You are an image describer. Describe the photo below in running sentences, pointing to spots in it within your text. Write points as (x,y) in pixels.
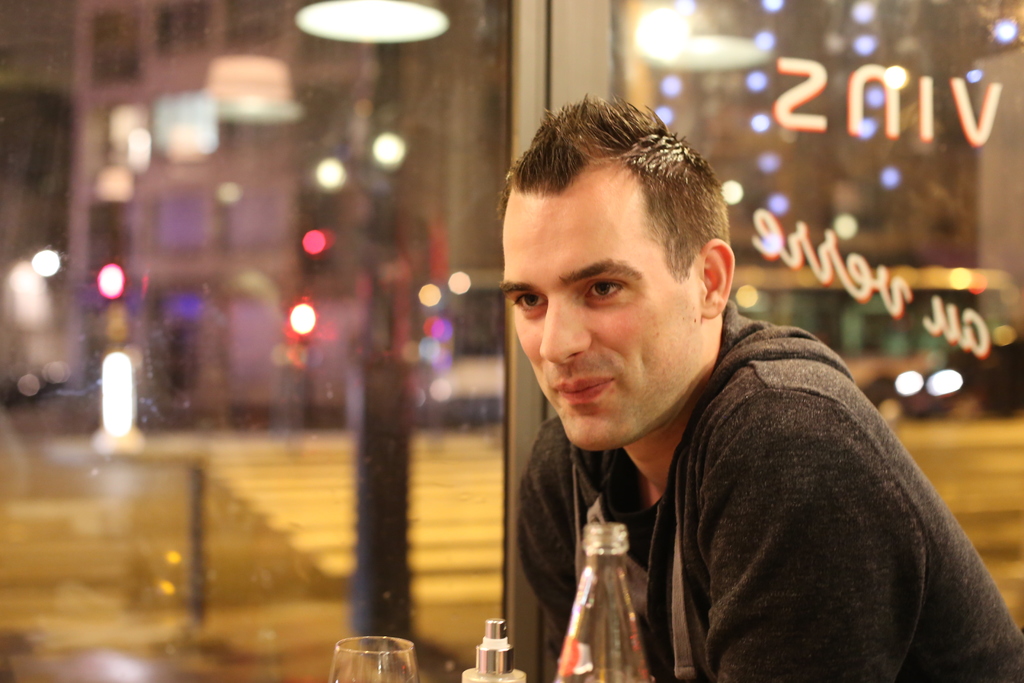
In this picture there is a person (604,128) who is at the right side of the image (868,422) and there are bottles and glass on the table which is placed in front of the man (603,511) there are some doors (244,6) of glasses (1003,25) at the center of the image (488,443) behind the person (614,496), there is a lamp (430,15) which is hanged above the image.
